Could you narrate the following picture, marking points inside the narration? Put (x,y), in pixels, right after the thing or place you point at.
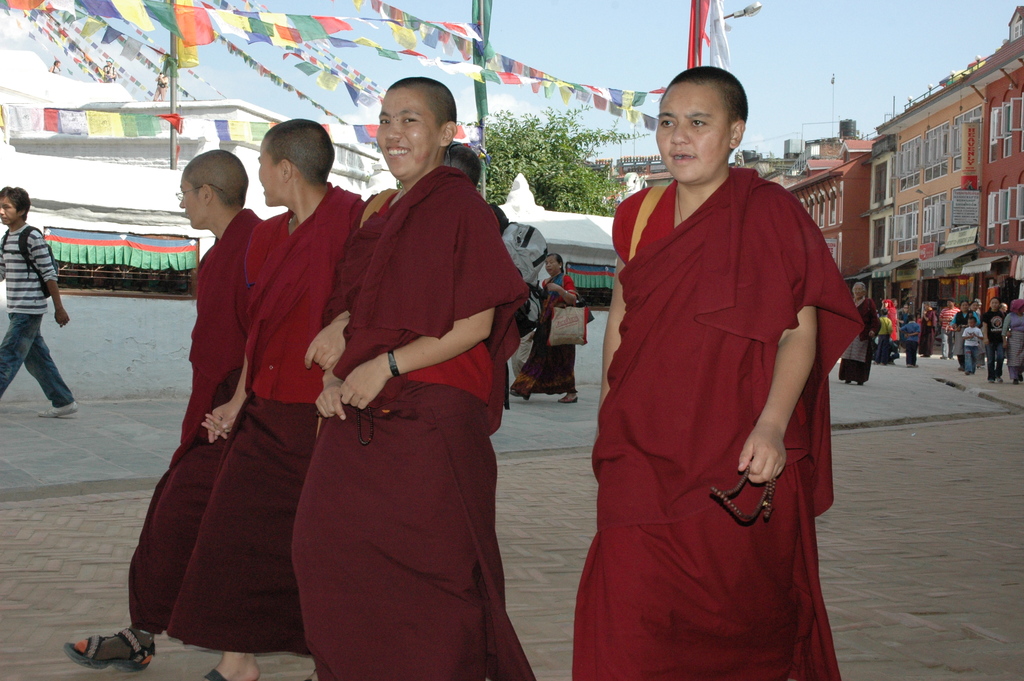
In this image in the front (369,316) there are persons (434,340) standing and smiling. In the background (580,269) there are tents (577,247), buildings (872,192) and there are flags (135,56), poles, there is a tree (527,133) and there are persons (538,313).
